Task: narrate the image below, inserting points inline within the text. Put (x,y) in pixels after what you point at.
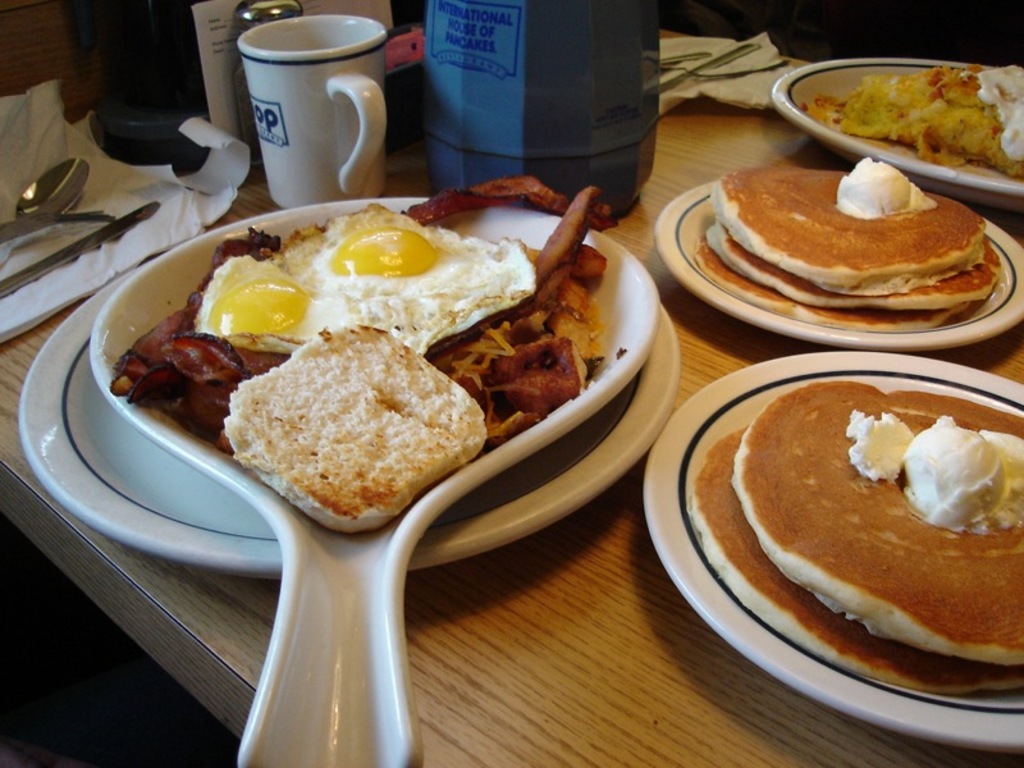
In this image we can see a table (783,356). On the table (773,343) there are many serving plates (725,305). In the serving plates (688,260) we can see pancakes (747,541) topped with ice cream (987,444), omelette (898,125), bacon (512,312) and bread (388,408). Beside the serving plates (289,212) we can see pet jar (505,71), coffee mug (308,69), sprinkler (240,33), tissue paper (153,232) and cutlery (56,187).
